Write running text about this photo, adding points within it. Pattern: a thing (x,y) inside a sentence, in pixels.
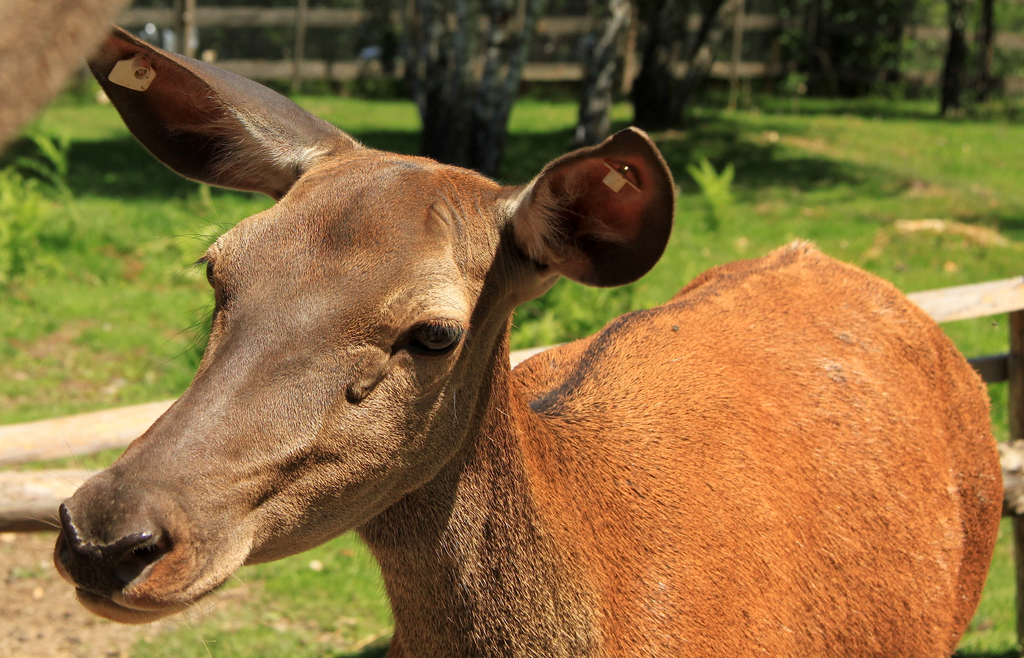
In this image I can see a animal (644,452) which is brown in color is standing on the ground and I can see two badges (614,190) to its ears (614,161). In the background (1009,392) I can see the fencing (929,291), the grass (940,267), few plants (541,339) and few trees (499,70).
